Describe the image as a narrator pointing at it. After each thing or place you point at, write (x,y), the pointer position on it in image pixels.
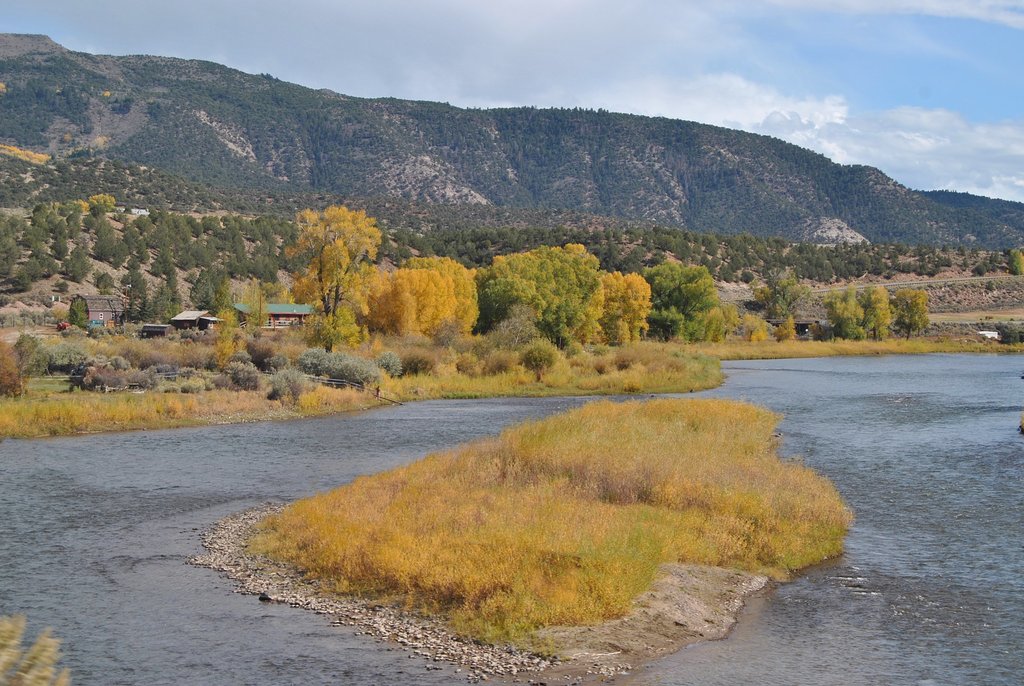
At the bottom (276,459), we see the grass (537,512) and water (238,613). This water (854,578) might be in the river (878,451). On the left side (238,363), we see the trees (426,318), grass (156,422) and the buildings (280,316). There are trees (729,217) and the hills (479,180) in the background (689,236). At the top (658,53), we see the sky (708,53) and the clouds (796,113).
